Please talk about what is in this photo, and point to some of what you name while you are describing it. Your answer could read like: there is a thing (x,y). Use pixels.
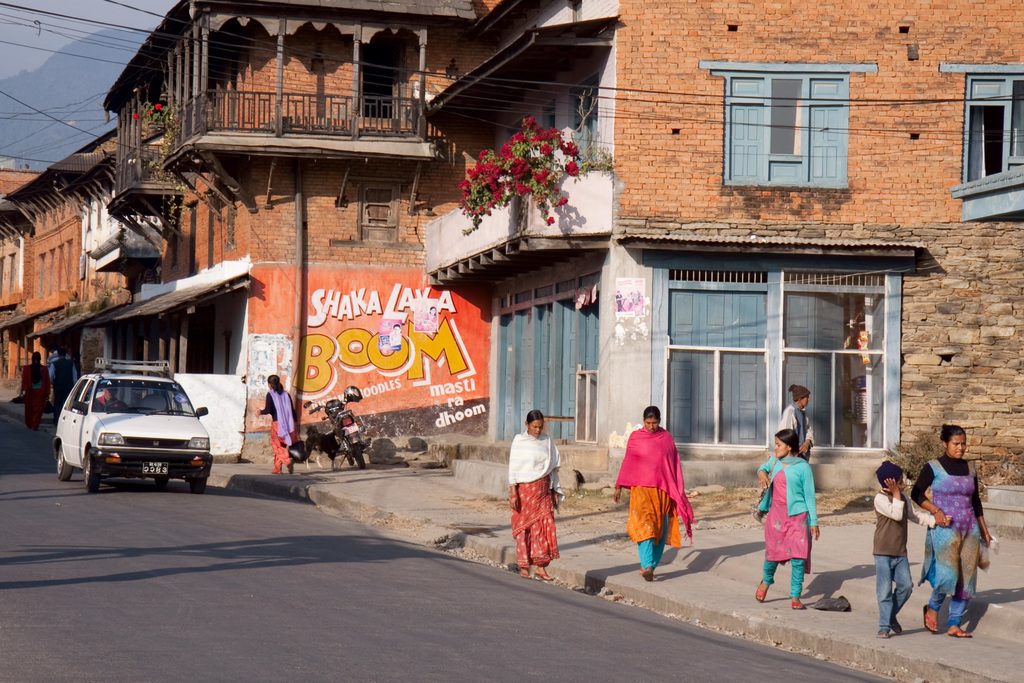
In this image we can see the buildings (415,204), wires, flower plants (145,117) and also the vehicles (173,431). We can also see the people (548,445) walking on the path (716,537). We can see the hills (63,68), sky (58,35) and also the road (340,606) at the bottom (435,598).
